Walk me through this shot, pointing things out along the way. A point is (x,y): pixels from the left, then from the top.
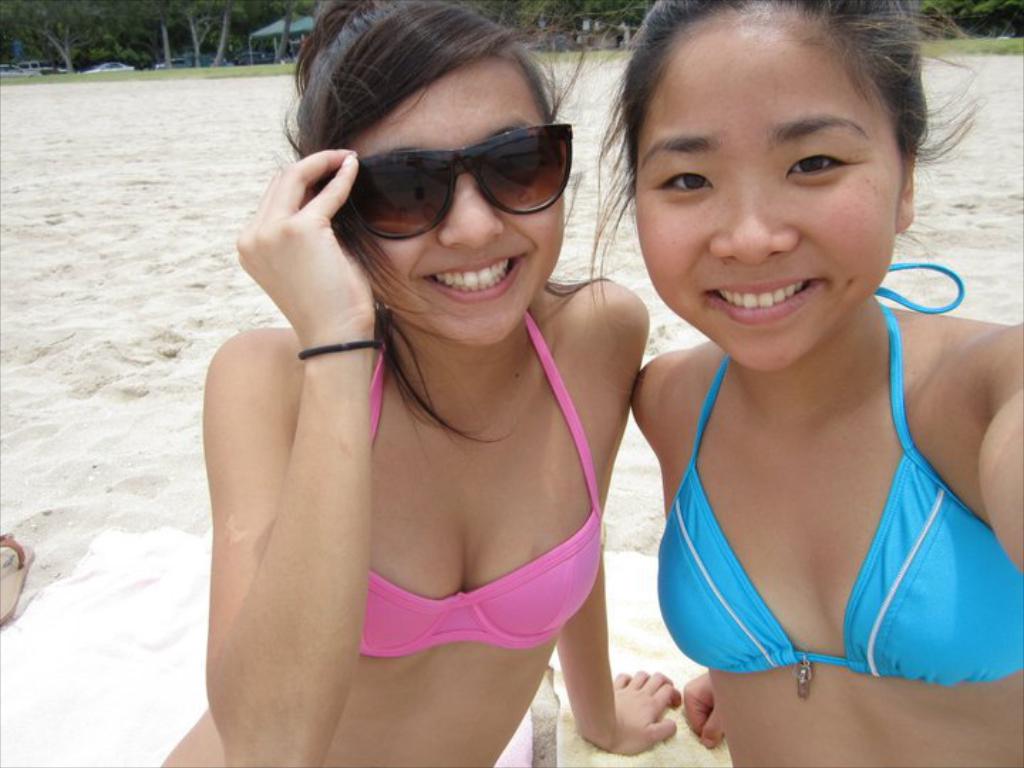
The two girls (479,294) in front of the picture are sitting on the white cloth (72,681). The girl (361,650) on the left side (242,372) is wearing goggles (535,203). Both of them are smiling. Behind them, we see sand (109,188). On the left side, we see a sandal (25,559). We see cars (7,69) moving in the background (113,65). There are trees (212,31) and a tent (294,27) in the background (227,31).
